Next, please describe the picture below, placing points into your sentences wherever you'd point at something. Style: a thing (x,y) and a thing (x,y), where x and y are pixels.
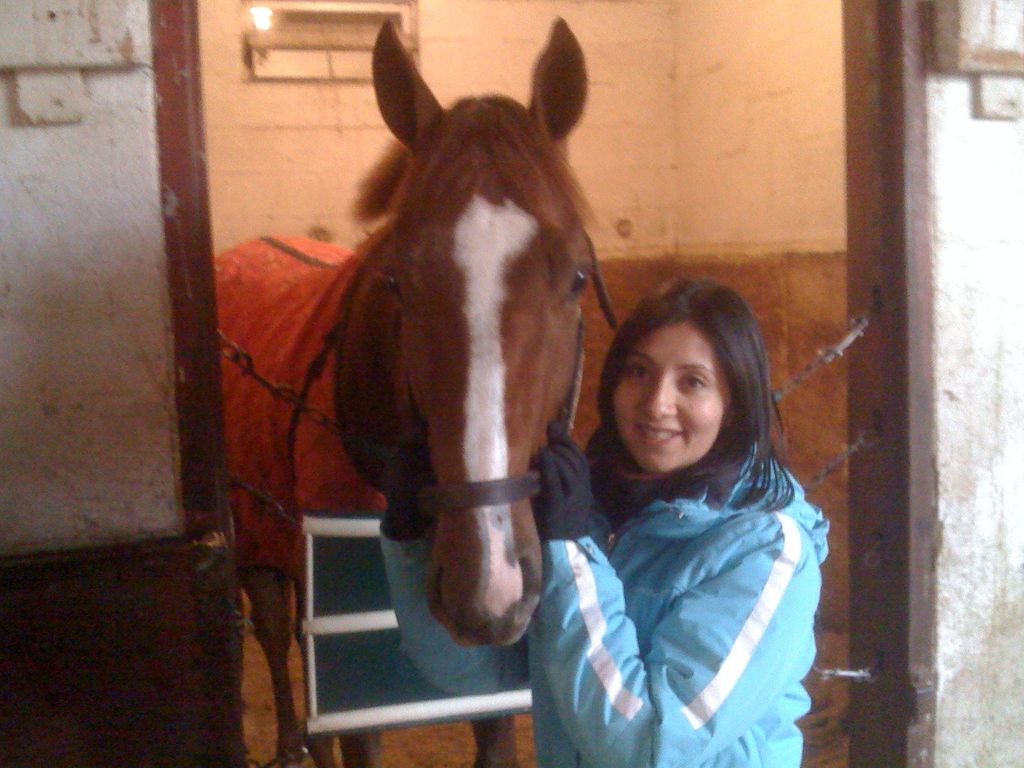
In the image we can see there is a woman (690,597) standing with a horse (445,474).
